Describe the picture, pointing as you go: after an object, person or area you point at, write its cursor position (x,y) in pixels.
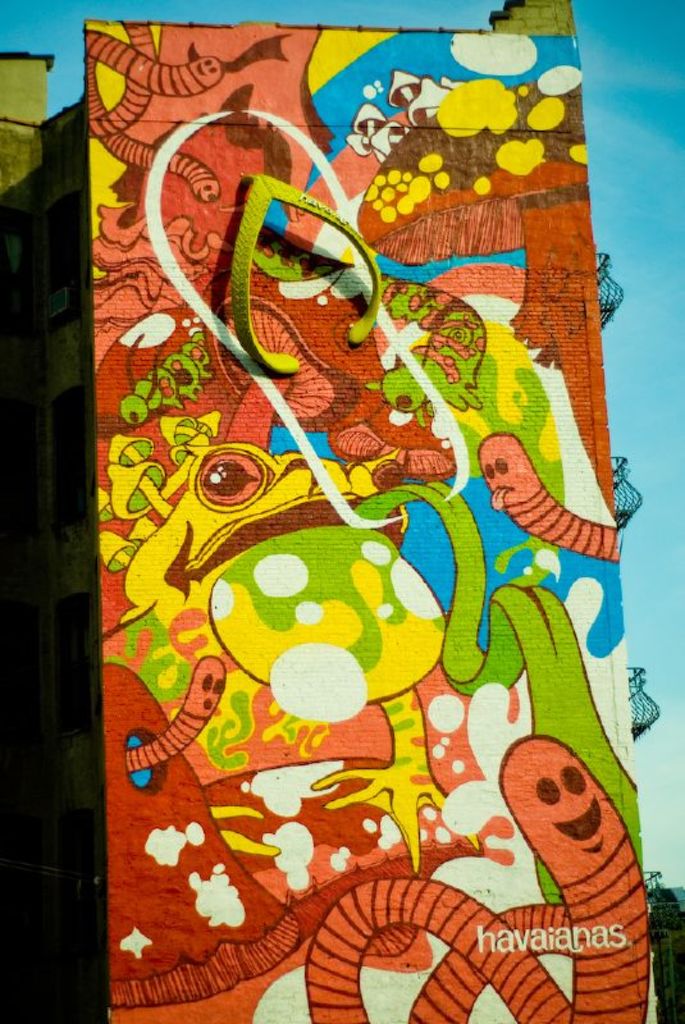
This image consists of a building wall (406,414). On which there are paintings (442,577). And we can see a picture of slipper (159,228) on the wall (465,570). On the right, there are balconies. At the top (609,166), there is sky (664,157).
